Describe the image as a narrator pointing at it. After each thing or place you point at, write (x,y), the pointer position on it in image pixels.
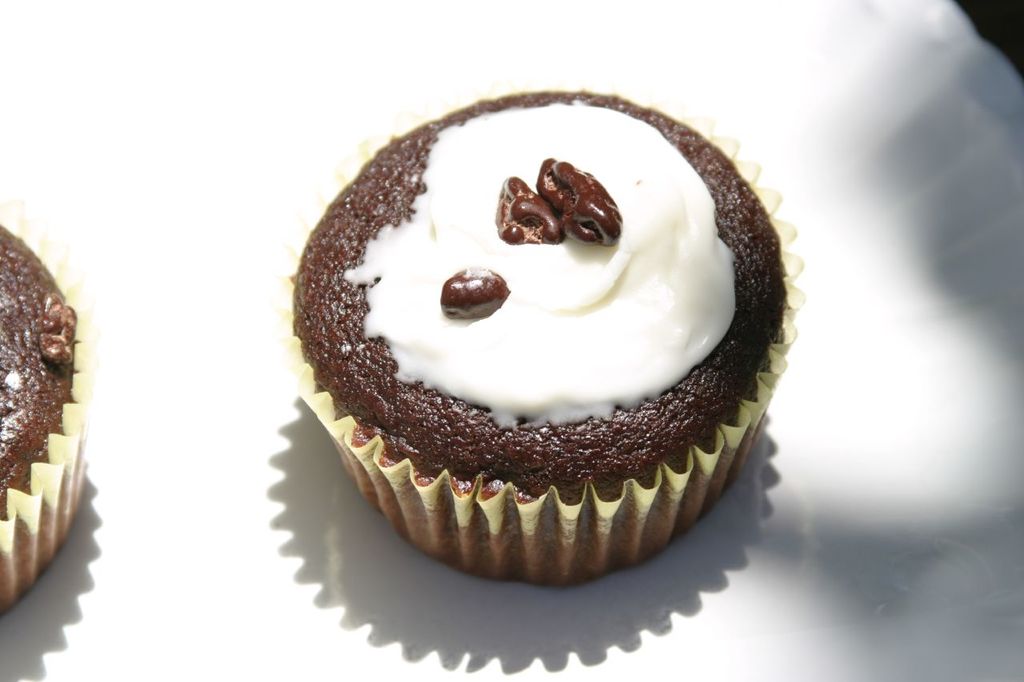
This picture shows couple of muffins (367,398) and we see a white color background (280,499).
